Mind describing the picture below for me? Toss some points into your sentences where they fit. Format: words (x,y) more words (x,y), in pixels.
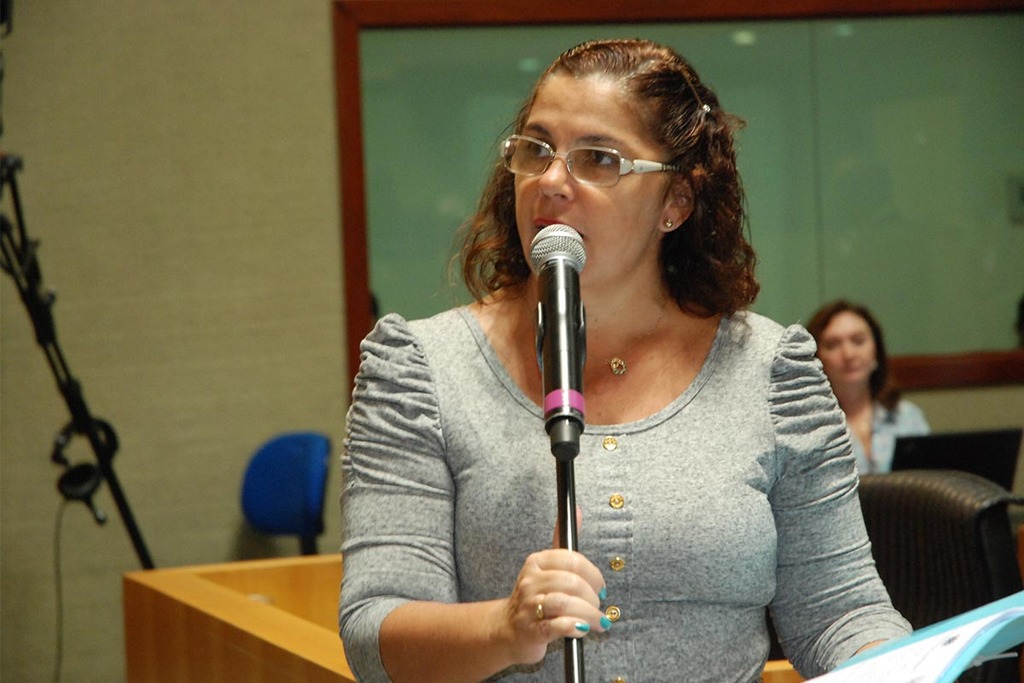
In the background (760,59) we can see a board (1004,113), chairs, woman (861,354) and a laptop (996,452). We can see a woman (750,276) with a short hair (734,184) wearing spectacles (616,179). She is holding a mike stand (558,415) with her hand (602,589).
